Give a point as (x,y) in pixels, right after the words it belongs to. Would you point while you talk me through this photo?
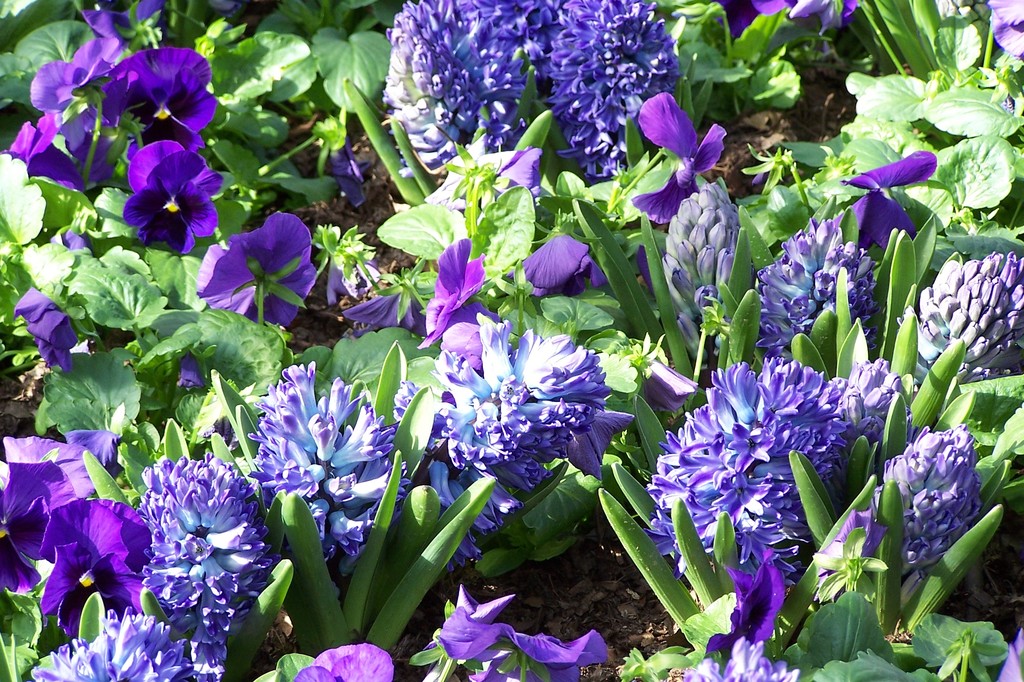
In this image I can see flowering plants (351,258) on the ground (982,615). This image is taken may be in a garden (690,12) during a day.
